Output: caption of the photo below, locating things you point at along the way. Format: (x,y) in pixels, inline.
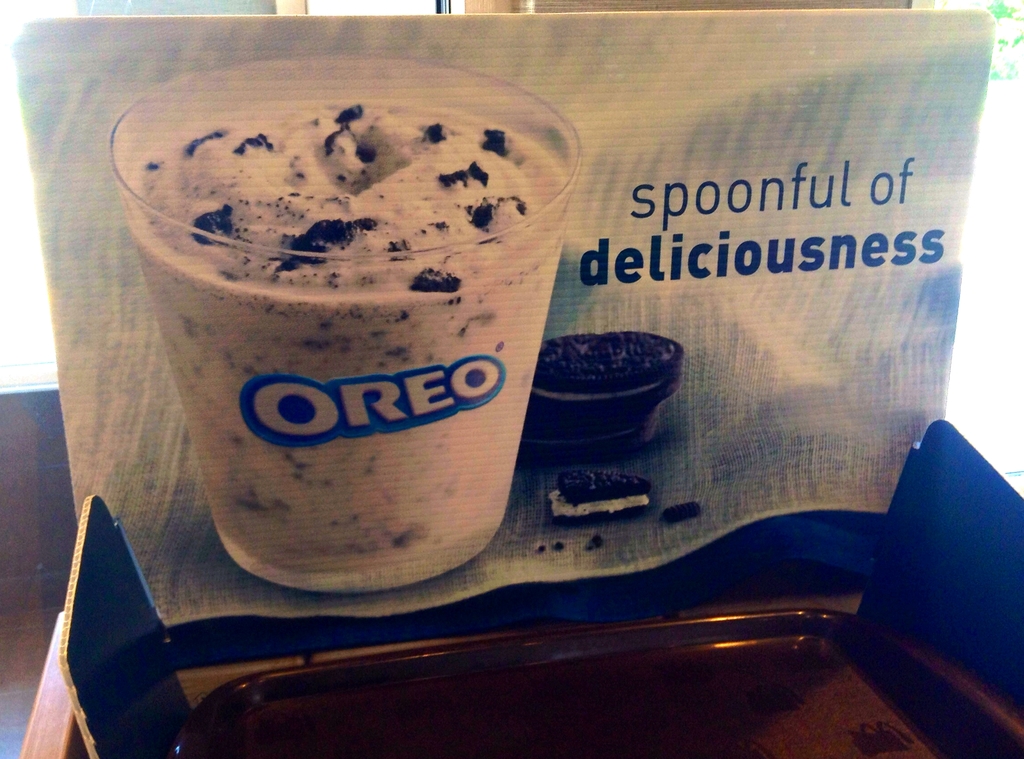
In the picture we can see a card board (421,459) with an advertisement (847,434) on it of Oreo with a glass of cream (443,489) and beside it, we can see some biscuits (543,437) and written on it as a spoonful of deliciousness.
